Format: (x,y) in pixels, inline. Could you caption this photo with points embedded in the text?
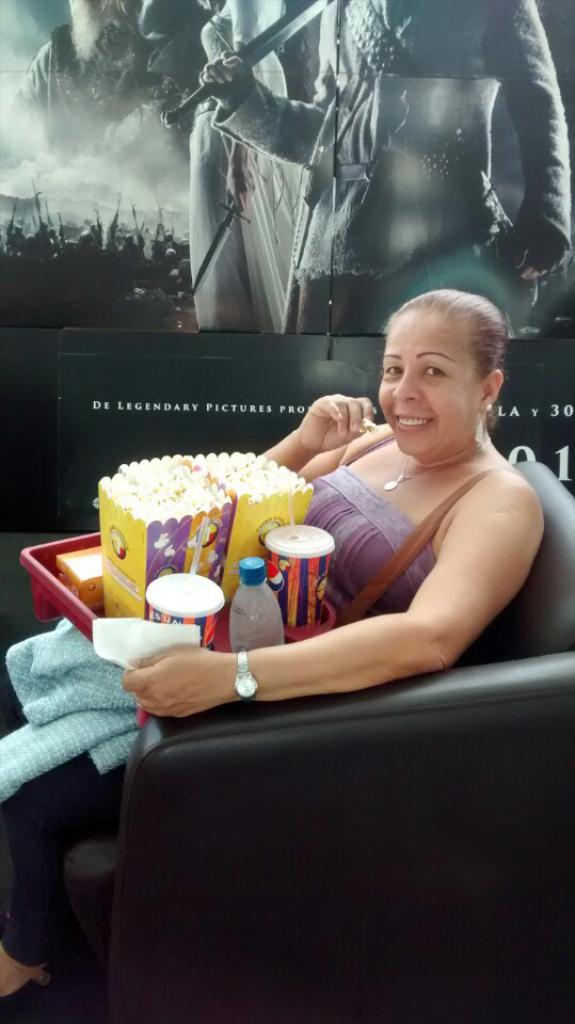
In this image we can see a lady (439,490) sitting on the couch (405,711), there are some food items (210,562) on the tray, there is a poster (285,240) with some images (257,263) and texts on it.
